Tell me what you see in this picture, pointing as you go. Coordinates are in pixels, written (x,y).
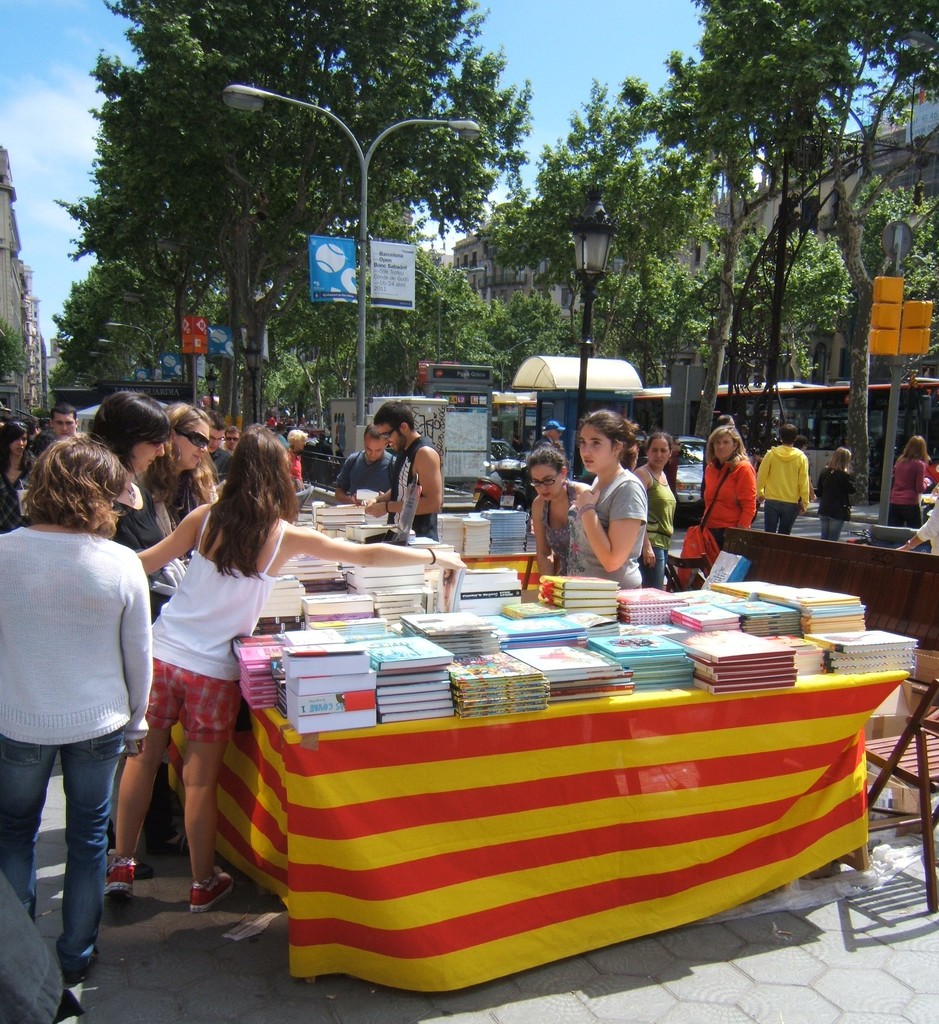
In this image in the middle (402,628) there is a table (475,792) on that there are many books (498,612). On the left (93,649) there is a woman (110,693), she wears a t shirt (94,600), trouser (80,819), in front of her there are some people (180,524). On the right (628,538) there is a woman (599,510), she wears a t shirt (614,510) and there are some people (710,535). In the background (302,317) there are trees (392,187), street lights (364,336), posters (374,303), buildings (16,281), poles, sky (551,103) and clouds (48,155).
